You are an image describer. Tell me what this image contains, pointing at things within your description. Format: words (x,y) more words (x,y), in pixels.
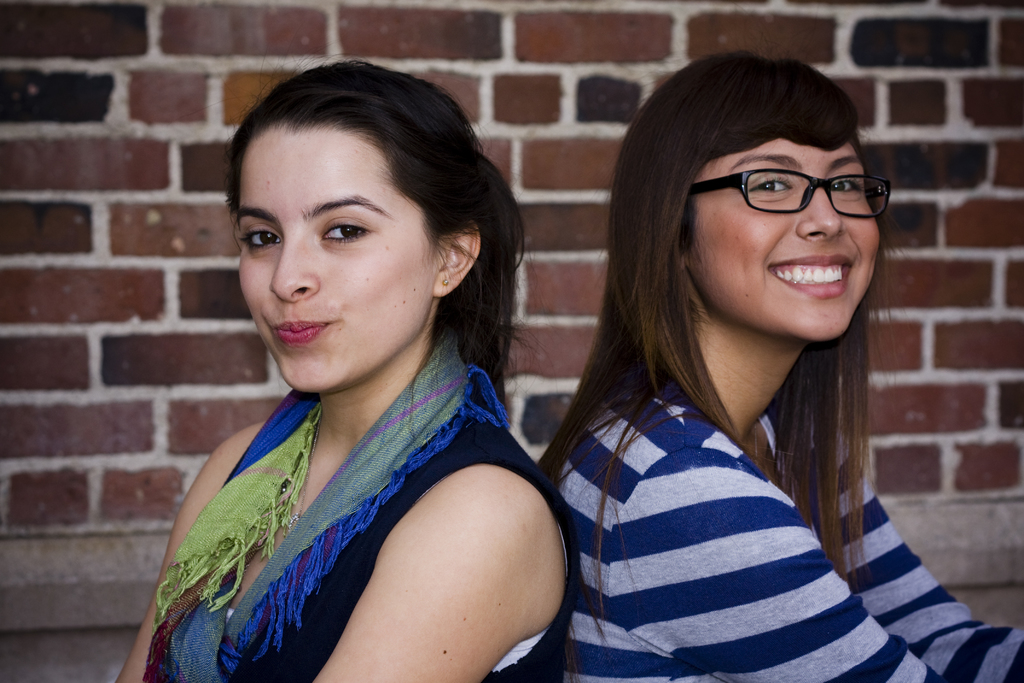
In this image in front (364,662) there are two people (363,628) wearing a smile on their faces (819,290). Behind them there is a wall (619,21).
